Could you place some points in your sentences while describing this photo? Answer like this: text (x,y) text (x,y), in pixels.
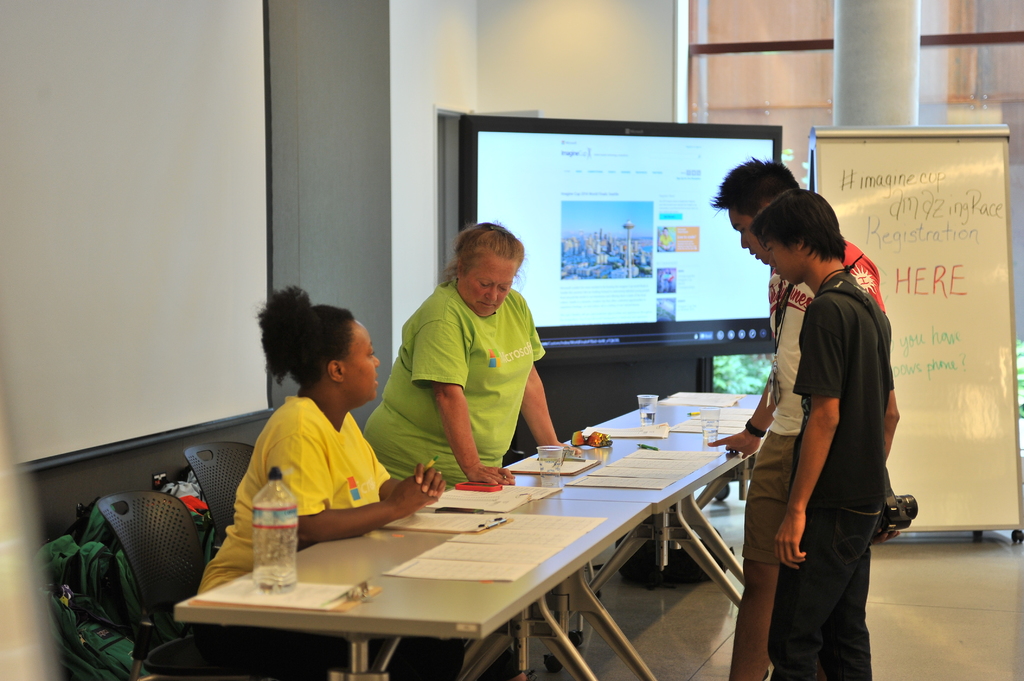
In the picture there are two women (543,398) and two men (760,441) standing in front of a table (609,637) one woman (315,511) is sitting on the chair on the table (333,557) there are bottles (278,553) papers (500,543) glasses (540,472) near to the table (624,439) there is an LED screen (704,153) near to the LCD screen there is a board (960,409) with a text (886,174) on it.
